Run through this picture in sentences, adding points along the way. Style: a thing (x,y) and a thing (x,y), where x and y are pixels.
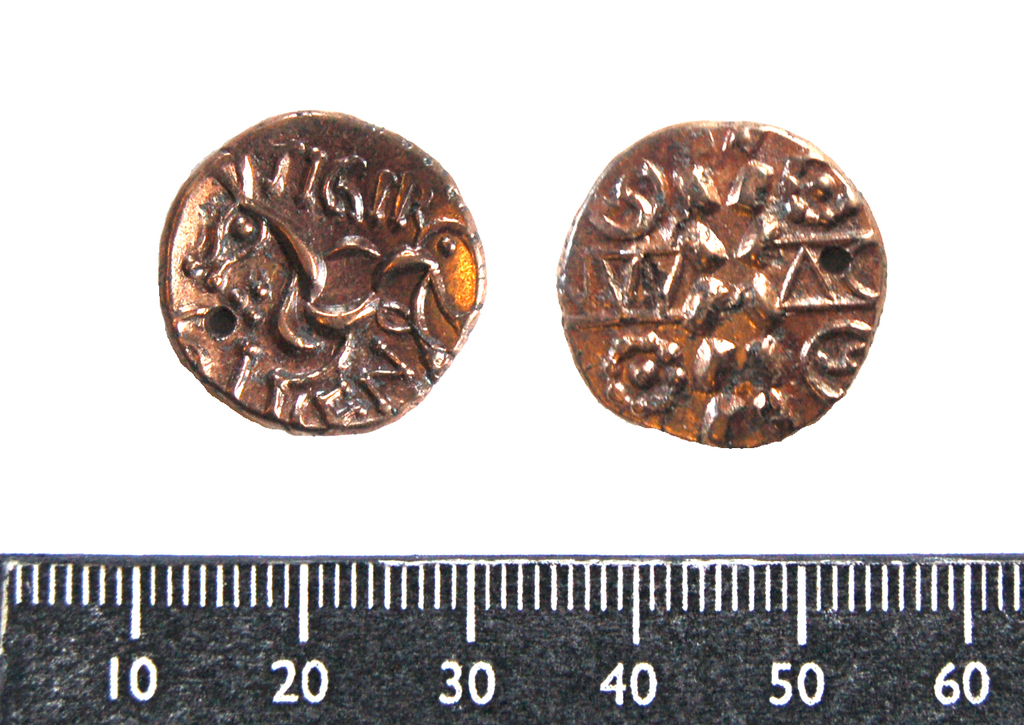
In this picture I can see the measurement scale (467,622) at the bottom (497,663). I can see the coins (457,230).
